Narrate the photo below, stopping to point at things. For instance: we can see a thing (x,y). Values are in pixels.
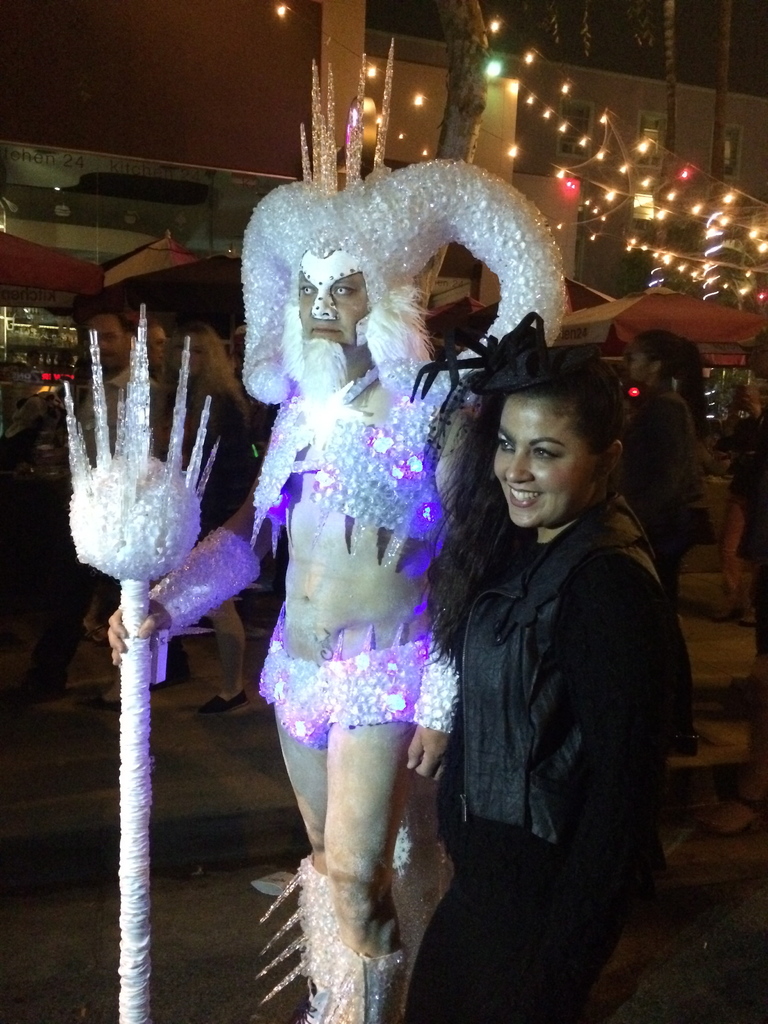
In this image there are two persons (421,639), they are wearing costumes (437,710), in the background (193,397) there are people (193,407) walking on the road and there are shops (293,170), lightings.
